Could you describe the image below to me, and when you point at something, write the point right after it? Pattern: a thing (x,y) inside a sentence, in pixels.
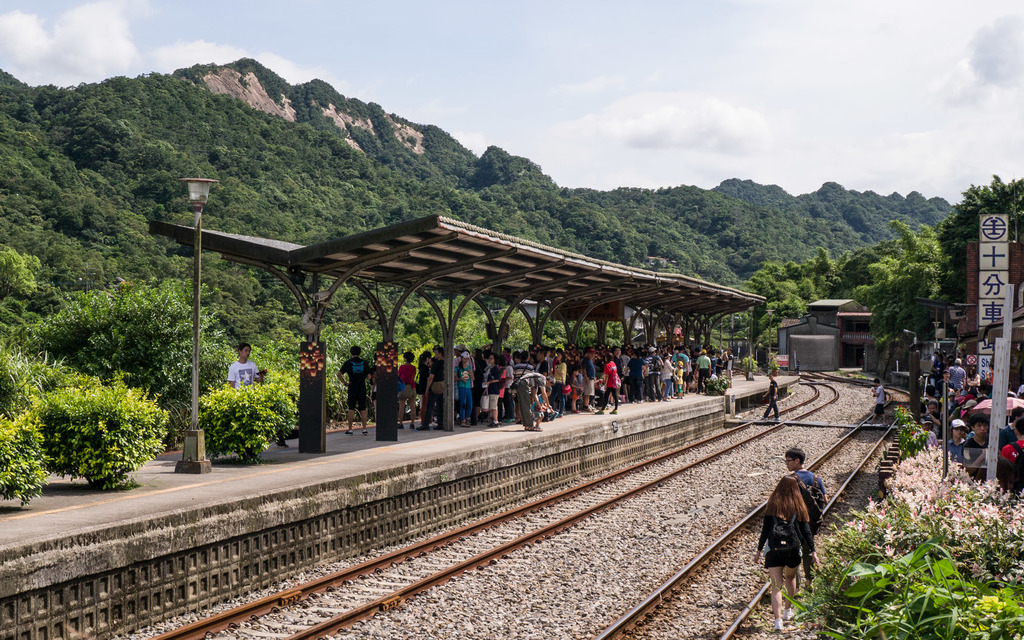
In this picture we can see railway tracks (770,429), stones (605,582), some people (970,389), plants (995,499) with flowers (897,472), shelter (444,240), light pole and a group of people (460,399) standing on the platform (292,455). In the background (805,315) we can see sheds (854,308), trees (829,267), some objects (984,368), mountains (513,164) and the sky (604,138) with clouds (948,70).
